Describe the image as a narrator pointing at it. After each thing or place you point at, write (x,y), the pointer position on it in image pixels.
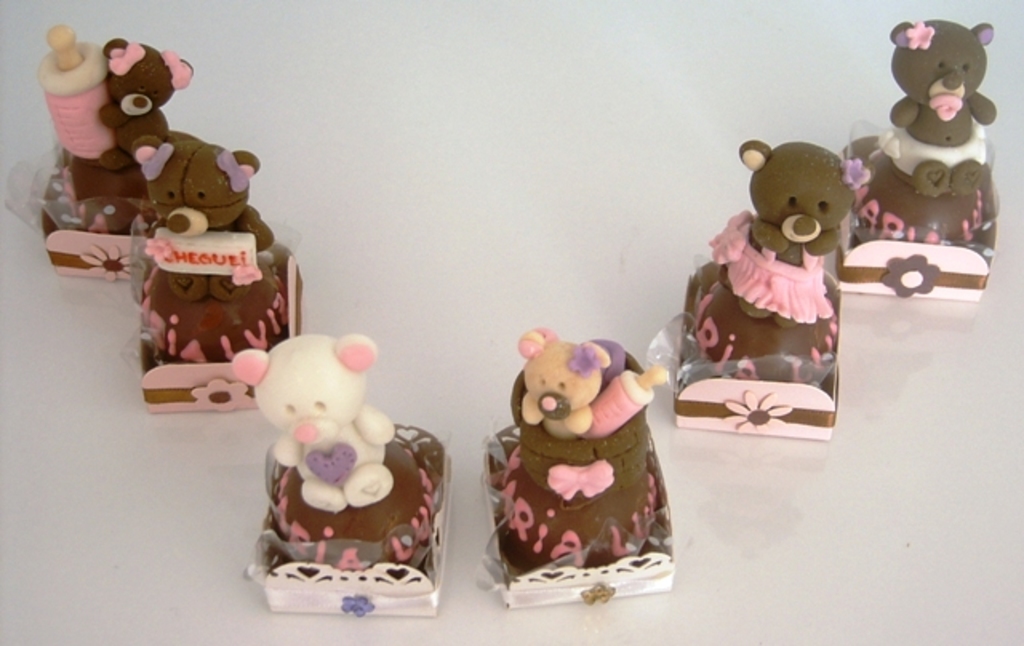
In this picture we can see many number of cupcakes (163,298) are placed on a white color object (400,419) and we can see the teddy bears (290,414) and some bottles (626,394) and we can see the text (529,512) on the cupcakes (895,204).
